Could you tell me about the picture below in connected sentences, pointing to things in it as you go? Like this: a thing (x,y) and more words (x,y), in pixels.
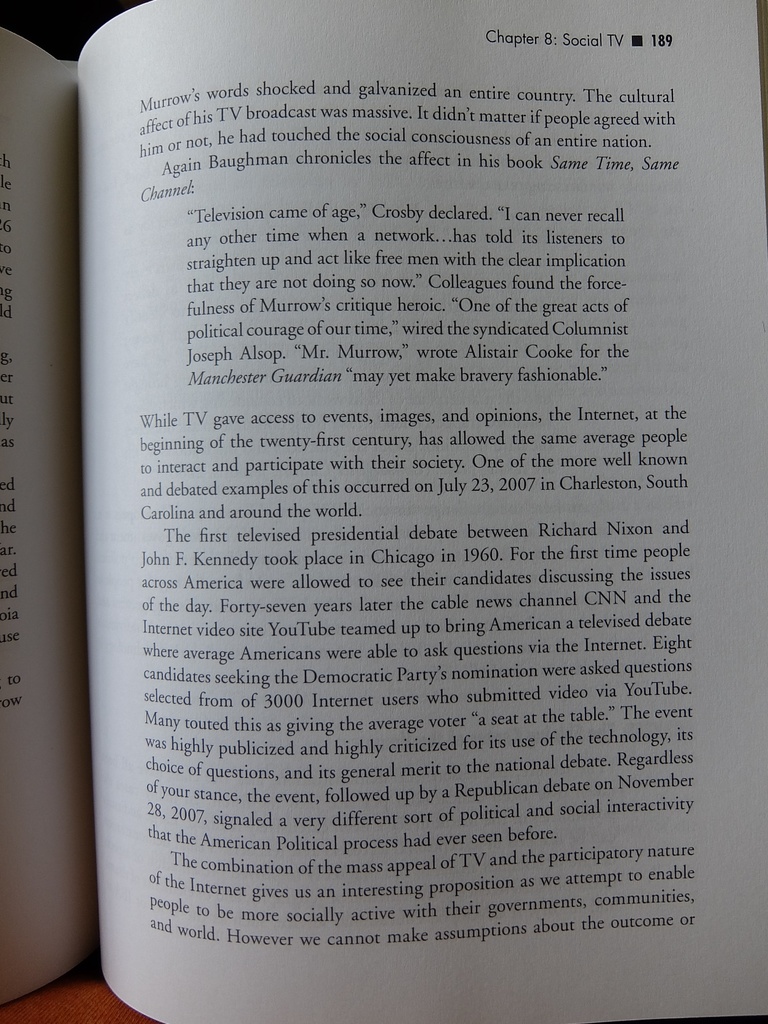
In this image we can see a book (455,601) and some text (448,690).
